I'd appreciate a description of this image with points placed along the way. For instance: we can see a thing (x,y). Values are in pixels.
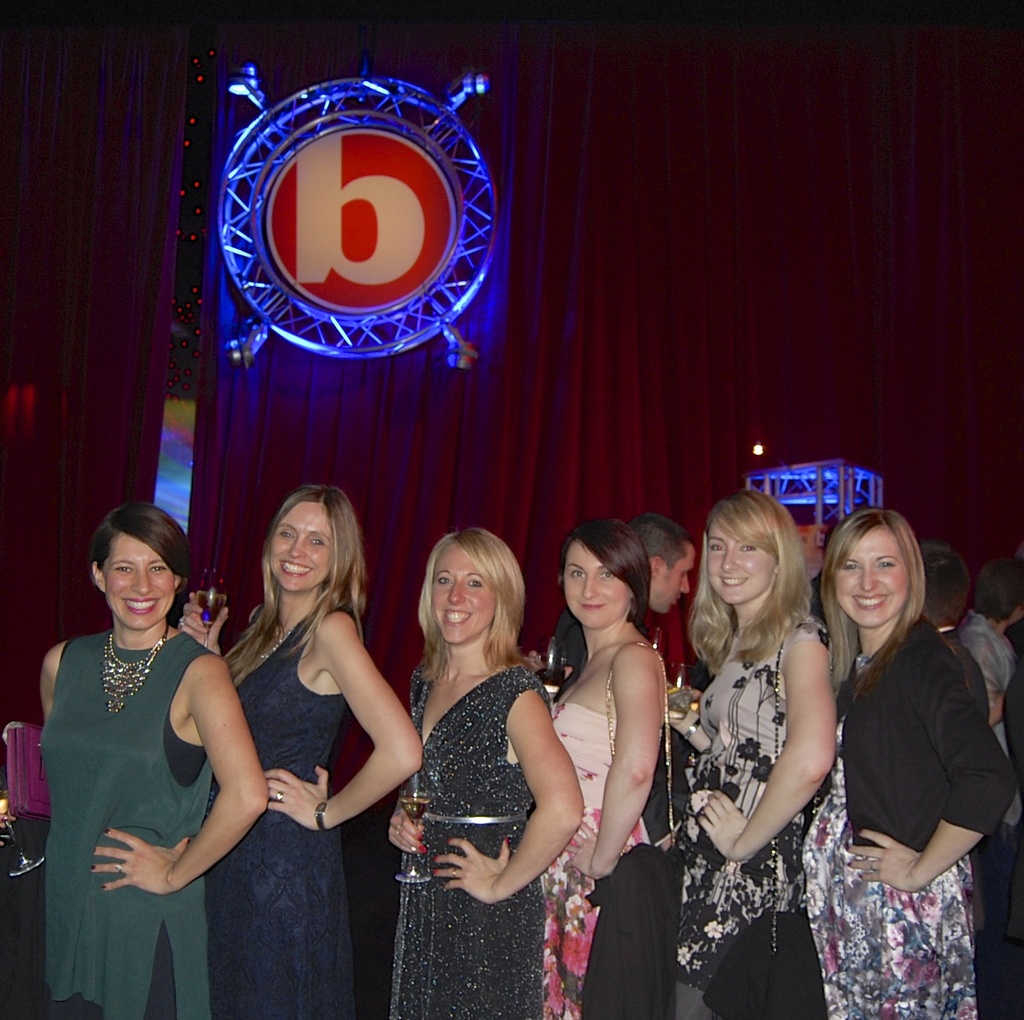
In this picture there are some girls (228,726) standing in the front (131,793), smiling and giving a pose into the camera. Behind there is a red color curtain (522,310) and round iron frame disk (295,165).
